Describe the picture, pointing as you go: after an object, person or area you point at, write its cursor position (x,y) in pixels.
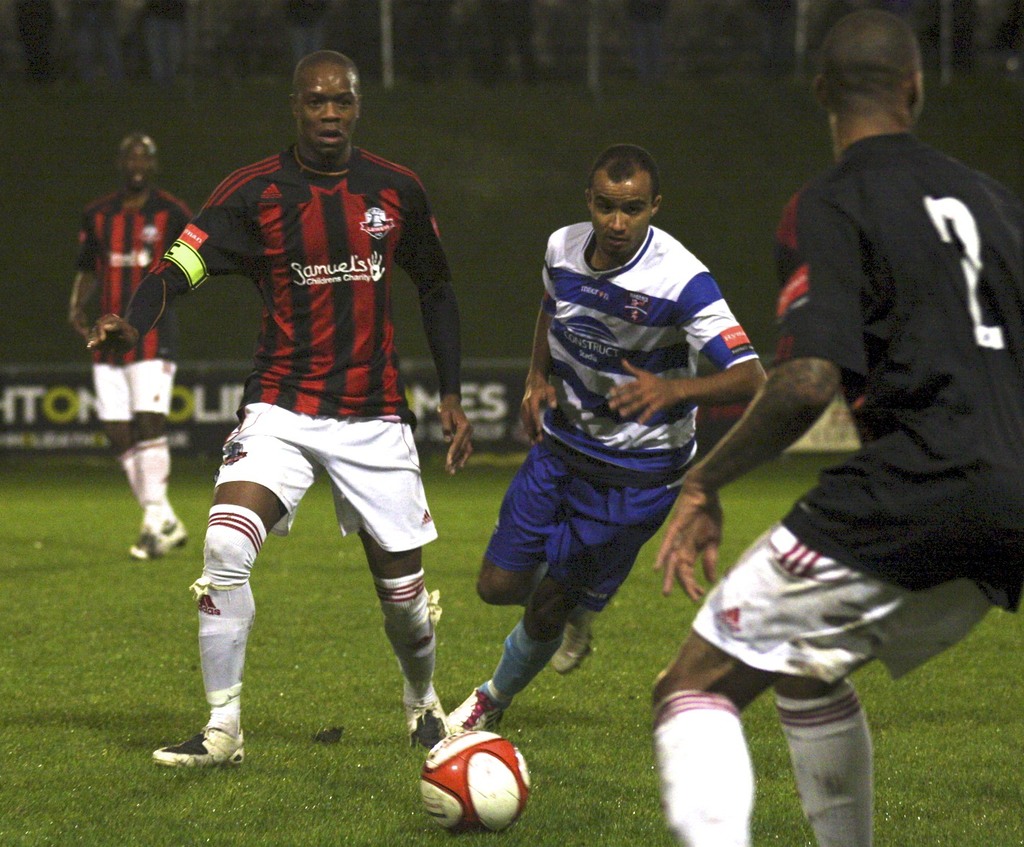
In the center of the image (374,400) there are people (404,470) playing football. At the bottom of the image (234,813) there is grass (196,797).
